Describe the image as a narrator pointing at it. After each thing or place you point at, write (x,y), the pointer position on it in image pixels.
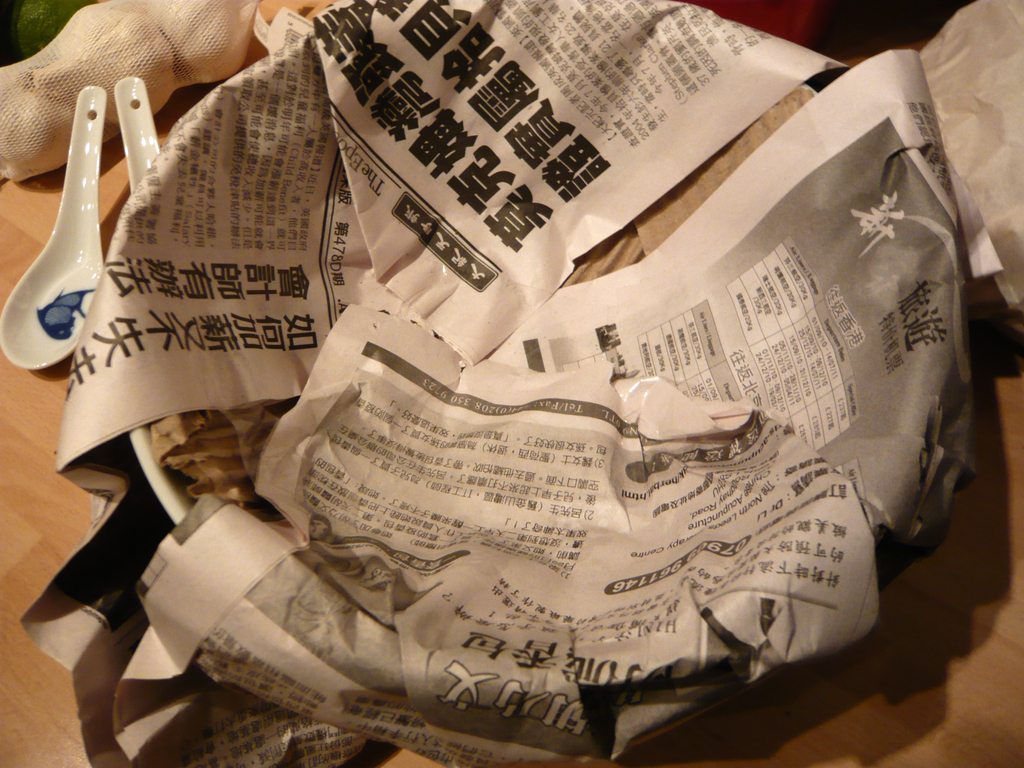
In this image we can see a wooden surface (911,617). On that there are spoons (51,290). Also we can see garlic (143,56) in a net cover (177,41). And there is a plate (148,468) wrapped in papers (516,341).
